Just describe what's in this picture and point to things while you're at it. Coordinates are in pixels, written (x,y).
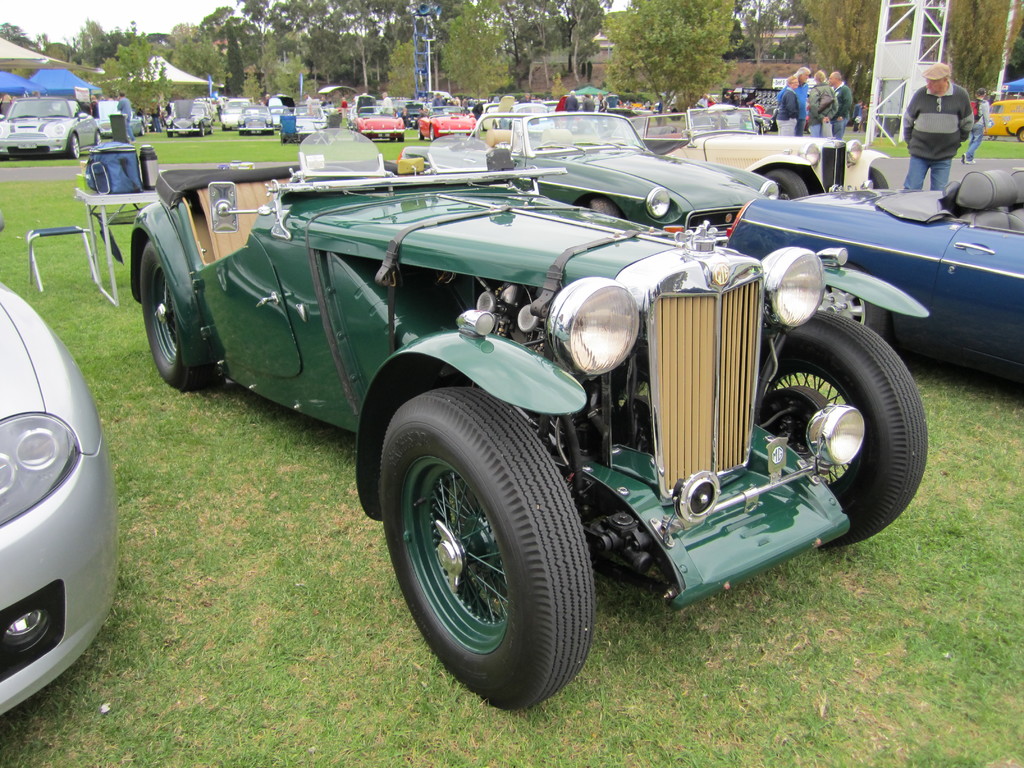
Here we can see vehicles (396,491) on the ground (253,485) and there is a bag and other objects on a table (95,248) and there are chairs (36,231) and few persons (813,87) are standing on the right (807,71) at the top (850,103) and a man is walking on the road (14,179) and to the other side of the road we can see vehicles (73,128) on the ground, tents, poles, few persons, trees (204,22), buildings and sky (38,29).
